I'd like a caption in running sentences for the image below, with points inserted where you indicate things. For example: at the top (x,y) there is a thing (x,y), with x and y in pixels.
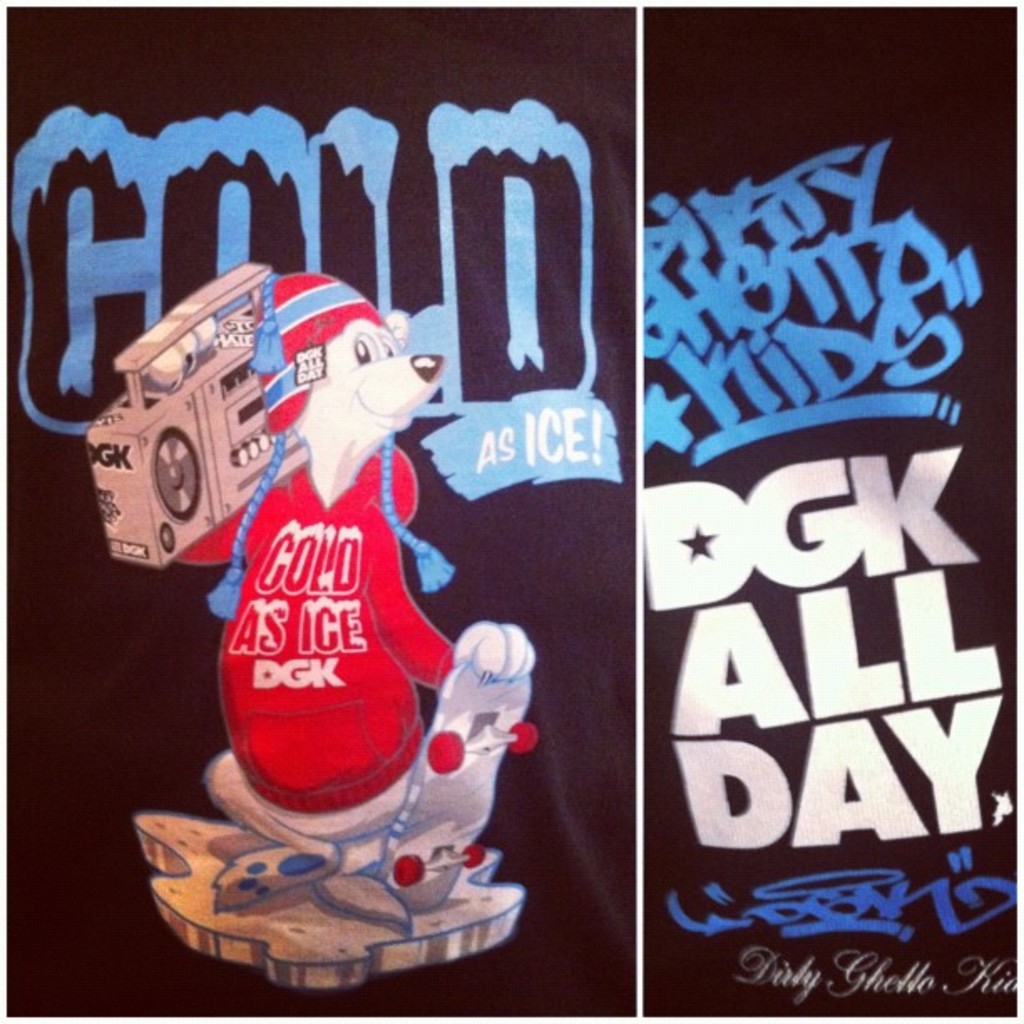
In this image I can see the collage picture in which I can see the black colored cloth (665,534) and on it I can see an animal (371,804) wearing red colored dress (339,643) is holding a skateboard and an electric device (146,467). I can see something is written on the black colored surface (802,450).
